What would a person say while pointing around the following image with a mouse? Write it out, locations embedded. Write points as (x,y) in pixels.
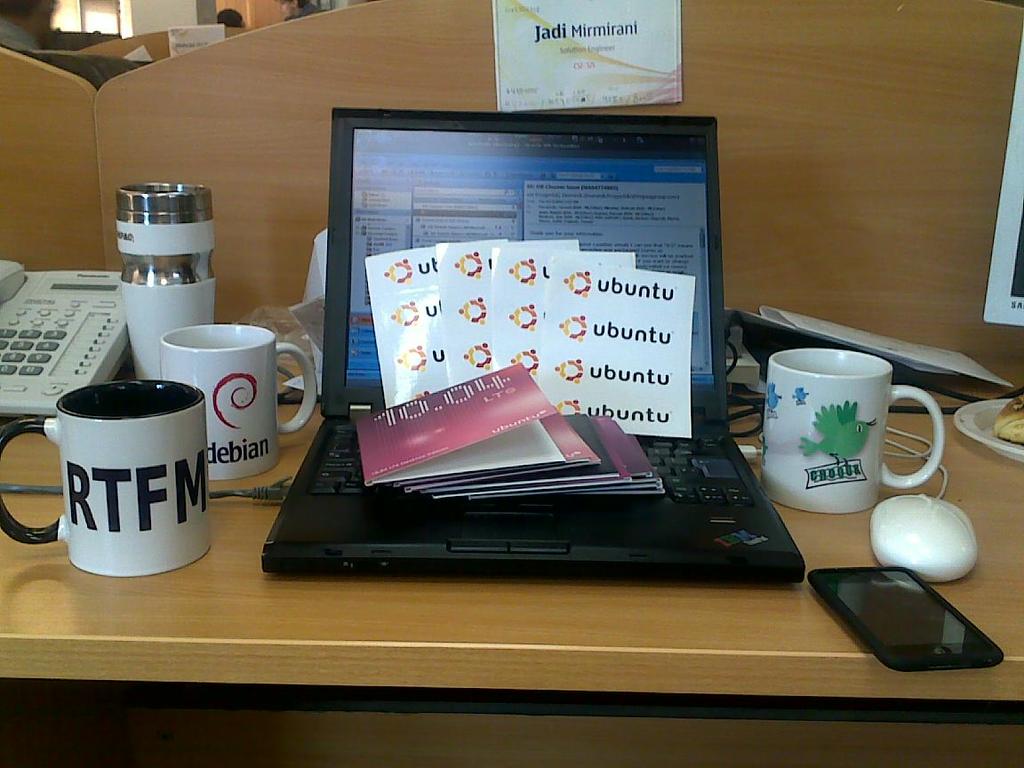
In this image I can see a table (535,588). On the table (550,599) there is a laptop (316,509), cups (135,463), telephone (89,326) and the mobile (898,641).
